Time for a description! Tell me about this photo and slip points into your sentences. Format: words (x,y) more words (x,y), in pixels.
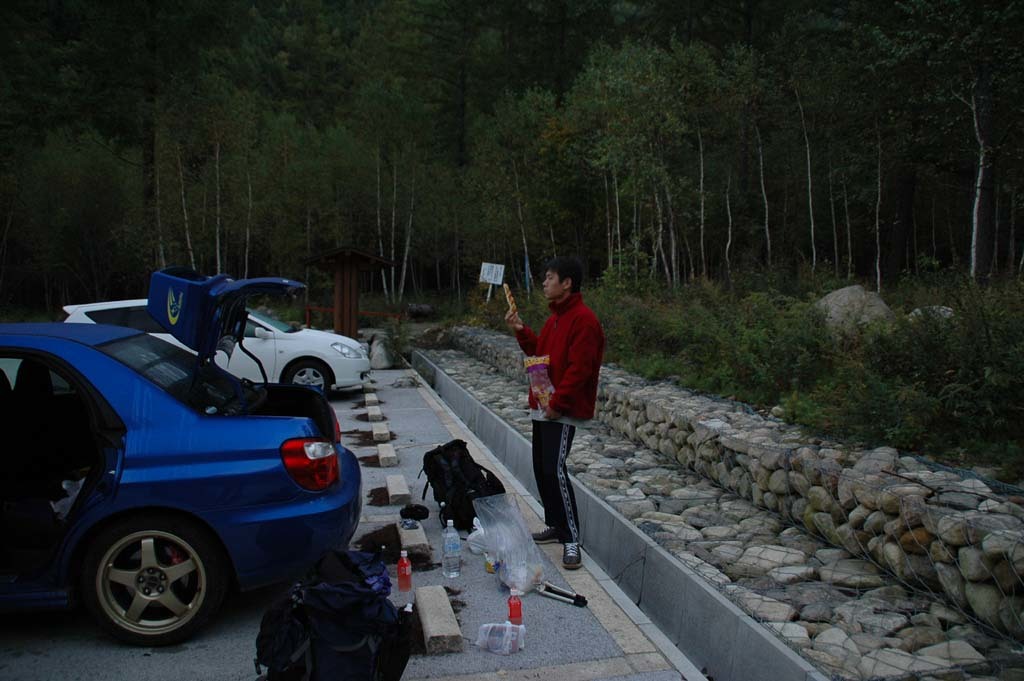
As we can see in the image there are cars (178,410), bags (449,519), bottles (519,600), rocks (716,520), a person (595,379) wearing red color jacket (574,407) and there are trees (415,111).
